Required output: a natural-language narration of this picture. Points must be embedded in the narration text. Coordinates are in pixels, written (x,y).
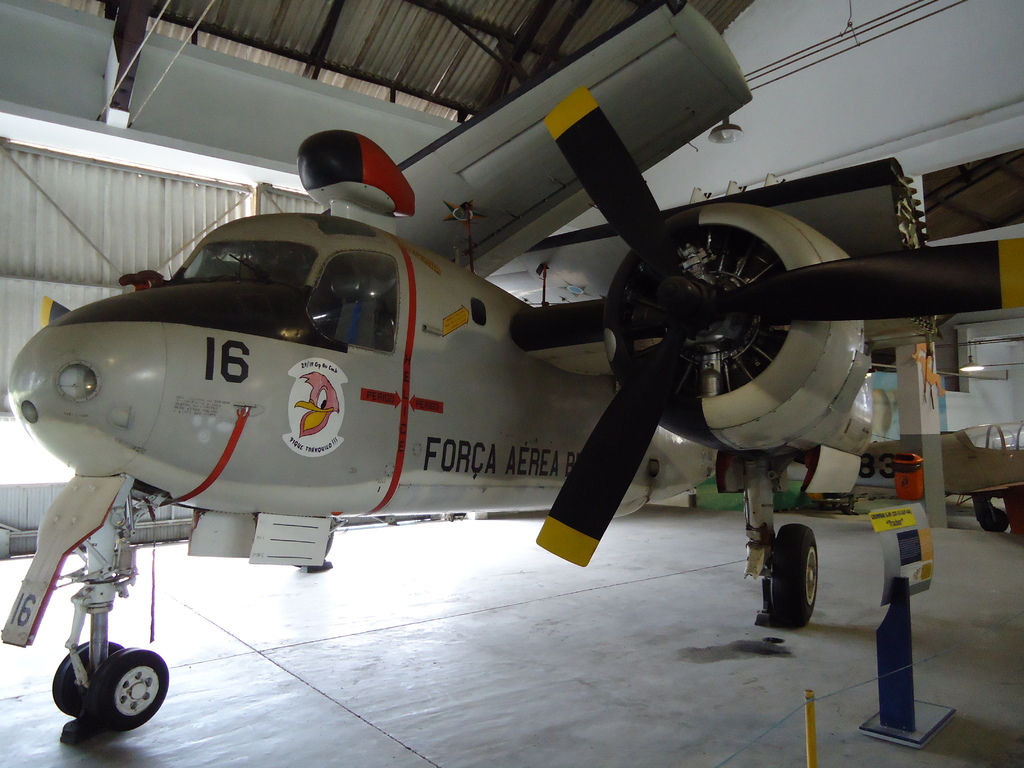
This image is taken indoors. At the bottom of the image (540,697) there is a floor (763,638). In the middle of the image (497,497) there is an airplane (212,285) on the floor (382,663). In the background (111,213) there is a wall (999,90). At the top of the image (439,17) there is a roof (515,36) with iron bars (570,27).
